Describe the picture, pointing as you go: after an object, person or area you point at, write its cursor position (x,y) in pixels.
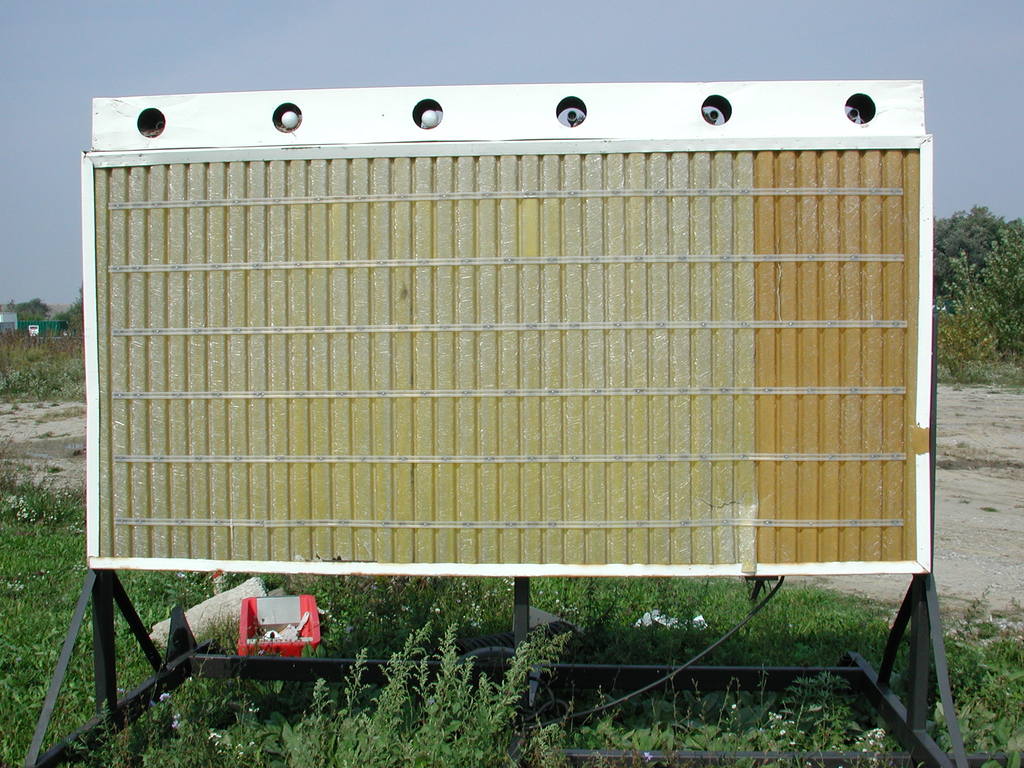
At the bottom of the picture (287,727), we see the grass (230,631) and shrubs (415,741). In the middle (478,290), we see an object (567,398) which looks like a board (490,398). Behind that, we see a cement block (199,631) and an object (297,625) in red color which looks like a garbage bin (281,655). There are trees (964,315) in the background (73,309). On the left side (8,315), we see an object (18,325) in white and green color. At the top (22,51), we see the sky (269,84).
